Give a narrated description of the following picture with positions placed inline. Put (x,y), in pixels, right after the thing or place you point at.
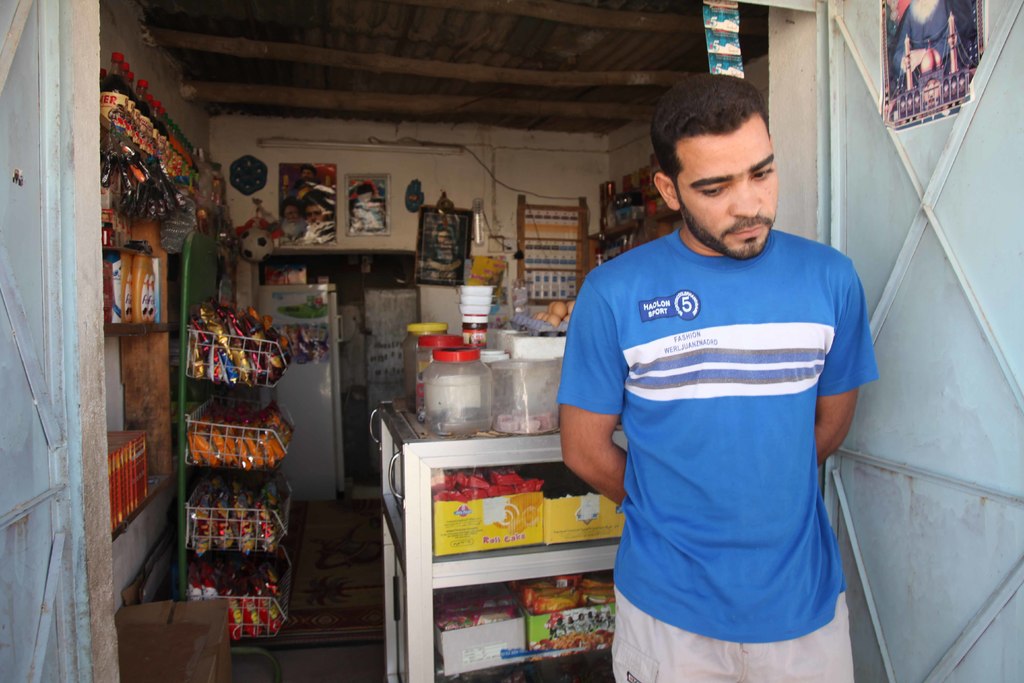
In this image we can see a person (691,475) standing beside a gate (878,230). We can also see a picture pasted on a gate (909,332). On the backside (573,509) we can see some covers (238,448) in the racks (250,413), bottles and boxes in the shelves (157,402), a refrigerator (298,453) and a table (411,505) containing some containers (443,428) on it. We can also see some pictures (336,195), a clock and a tube light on a wall (407,161).
